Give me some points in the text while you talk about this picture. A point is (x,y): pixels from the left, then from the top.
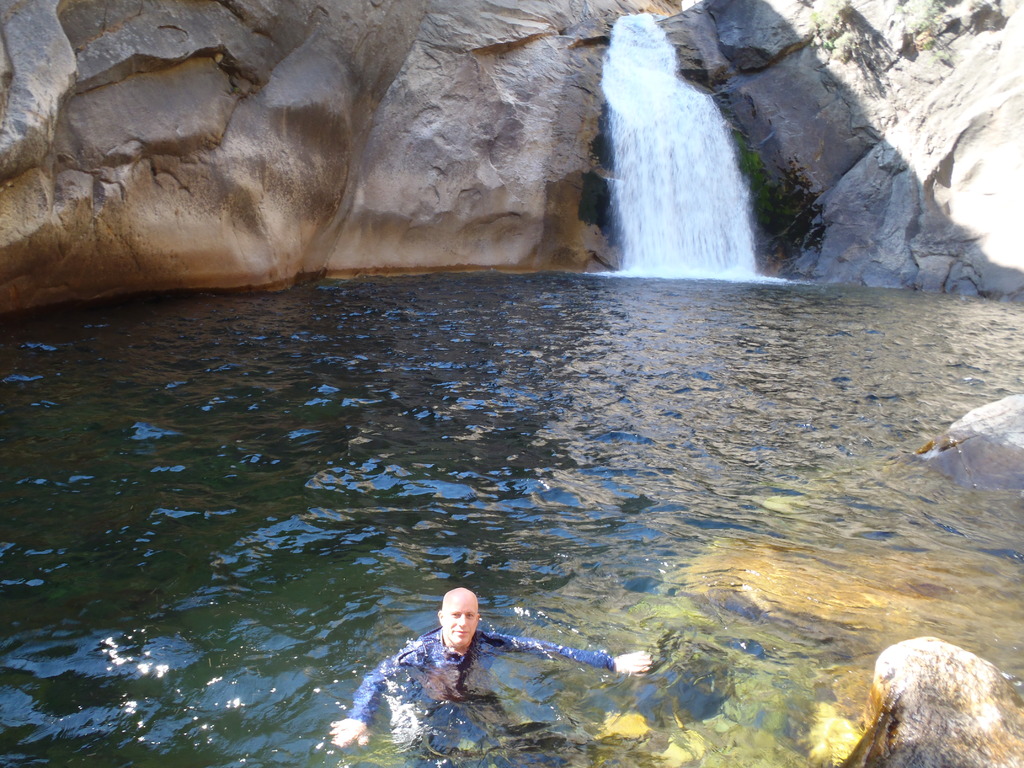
In this image there is a person (475,645) swimming in the water (745,289), in the background (641,44) there is a waterfall (723,141).
